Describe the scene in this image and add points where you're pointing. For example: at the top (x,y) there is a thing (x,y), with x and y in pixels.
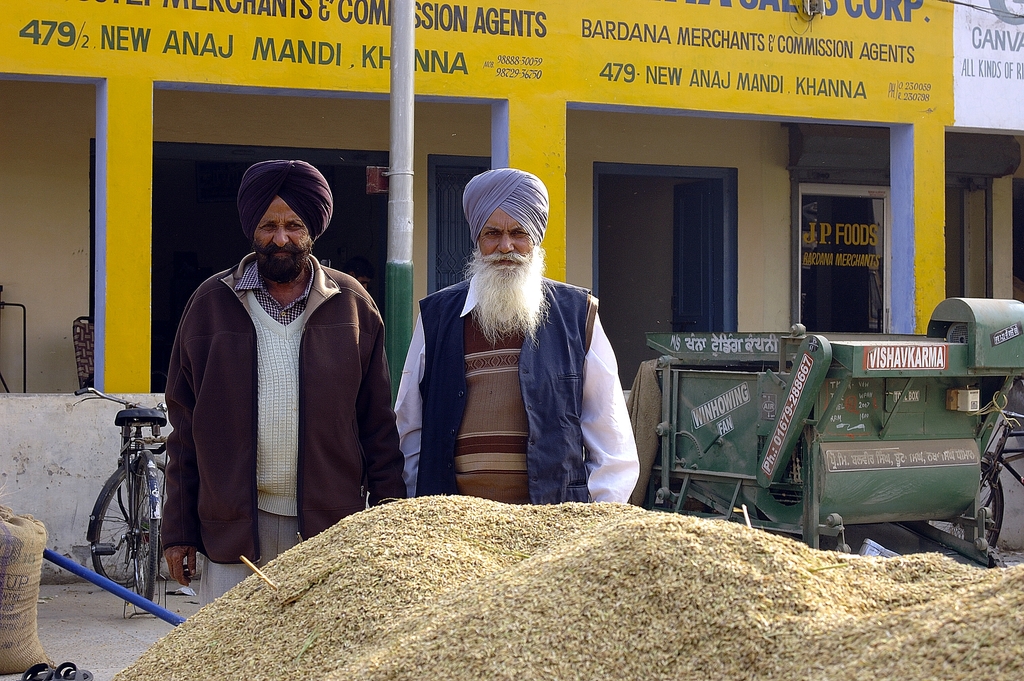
At the bottom of the image (1004,600) there is rice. In the middle of the image (505,446) two persons (324,468) are standing. Behind them there is a machine (956,501) and bicycles (1004,438). At the top of the image (755,179) there is pole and building (330,149).
